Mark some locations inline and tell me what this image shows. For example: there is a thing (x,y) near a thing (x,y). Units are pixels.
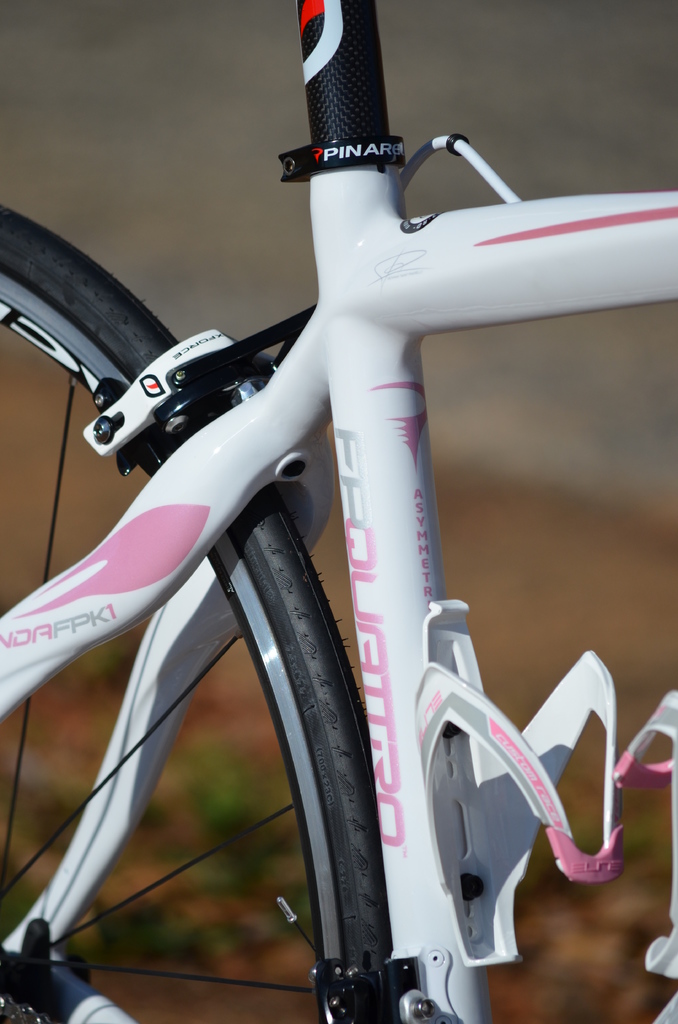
In this image, I can see a bicycle (398,576). This is the wheel (90,313). At the top of the image (311,140), I think this is the seat post (349,81). This is the water bottle cage (527,761), which is fixed to a bicycle (377,704). The background (494,91) looks blurry.
